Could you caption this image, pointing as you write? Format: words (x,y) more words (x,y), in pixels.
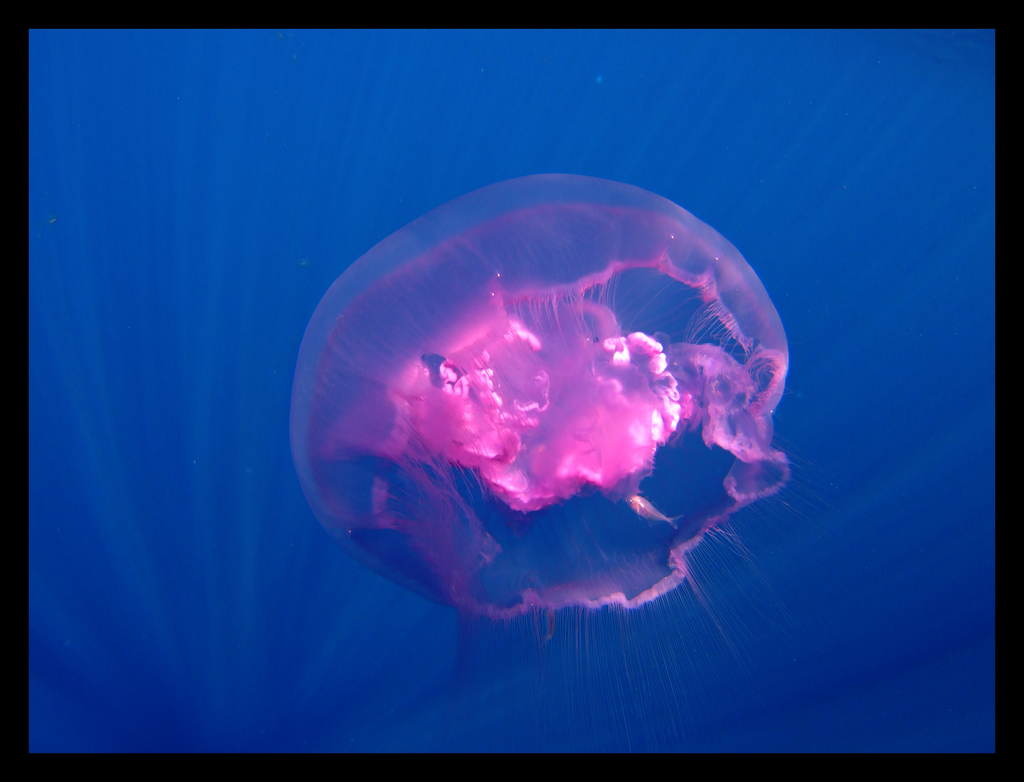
This image consists of a jellyfish (472,314). It is in pink color.
